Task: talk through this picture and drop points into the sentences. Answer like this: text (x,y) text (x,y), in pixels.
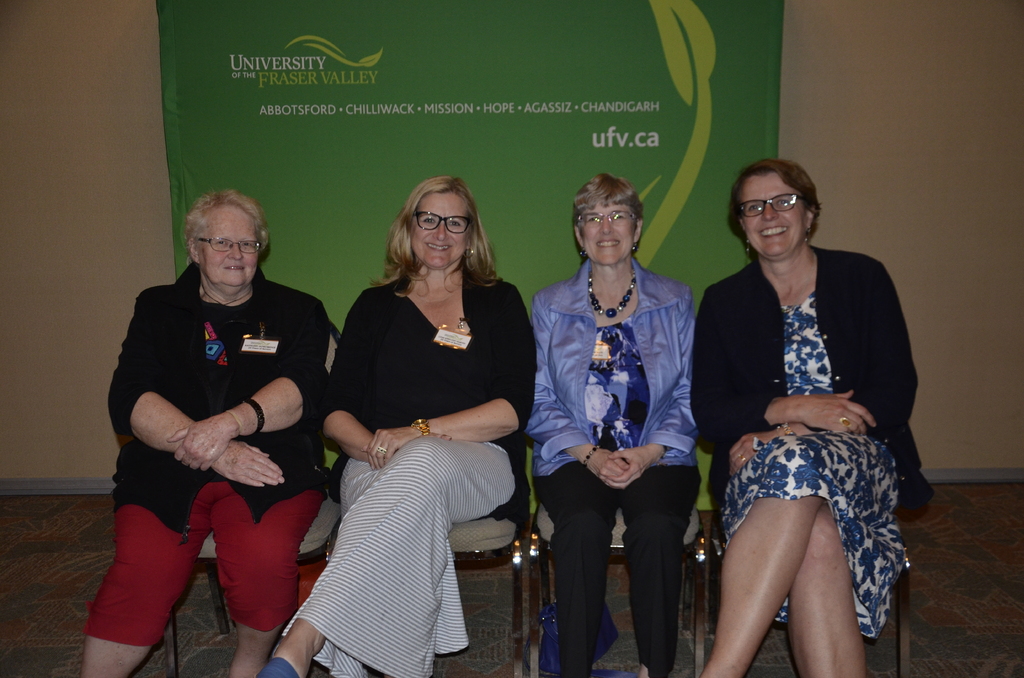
In this image we can see four women (346,495) wearing glasses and sitting on the chairs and smiling. In the background (640,119) we can see the banner (389,75) with text (618,143). We can also see the wall (954,124). Floor (955,589) is also visible.
